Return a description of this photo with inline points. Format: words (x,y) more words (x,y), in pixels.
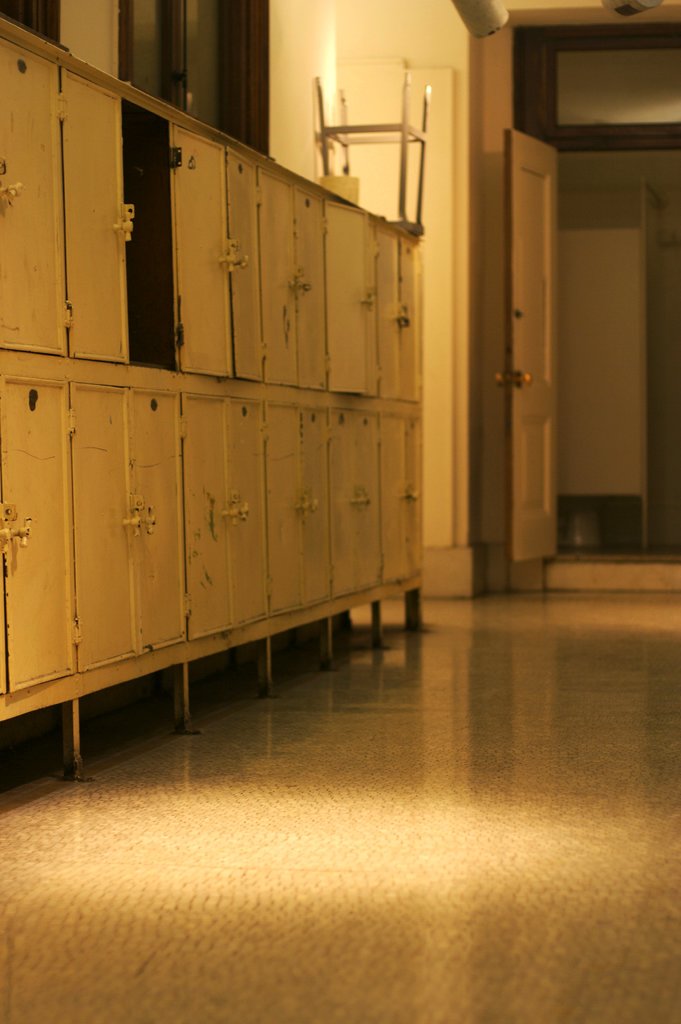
In this image we can see lockers (103,636). In the background of the image (506,418) there are doors (523,529). At the bottom of the image (288,923) there is floor (381,824).
